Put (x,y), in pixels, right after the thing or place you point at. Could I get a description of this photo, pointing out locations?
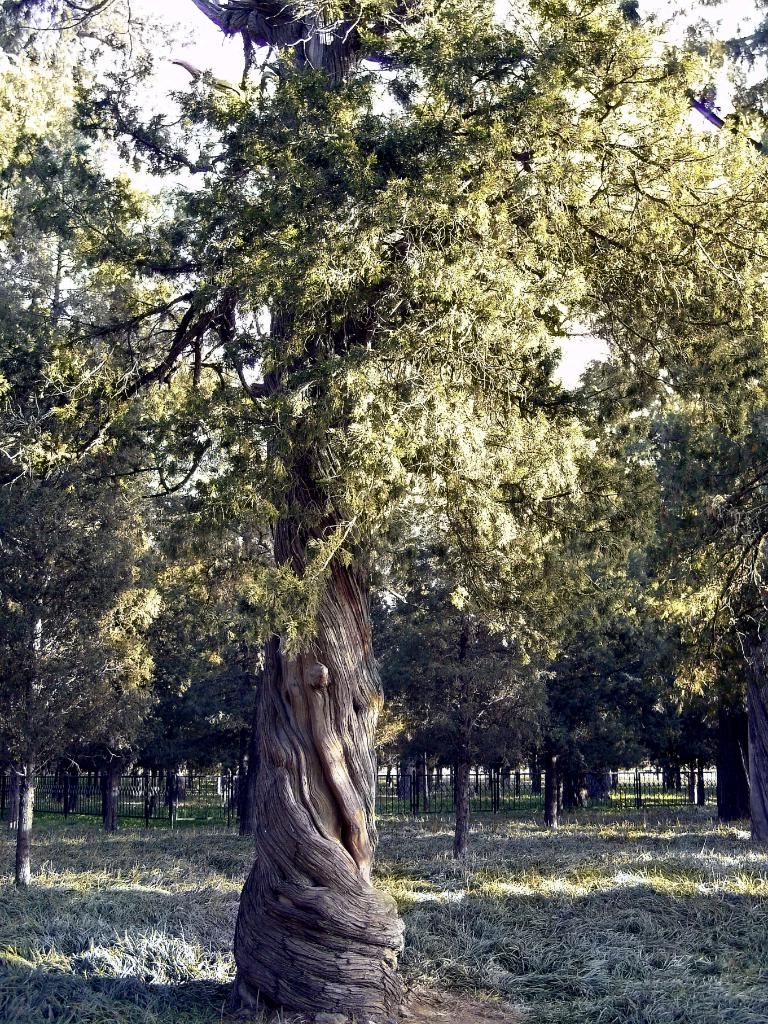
In this picture we can see few trees (558,710) and grass (628,874).
